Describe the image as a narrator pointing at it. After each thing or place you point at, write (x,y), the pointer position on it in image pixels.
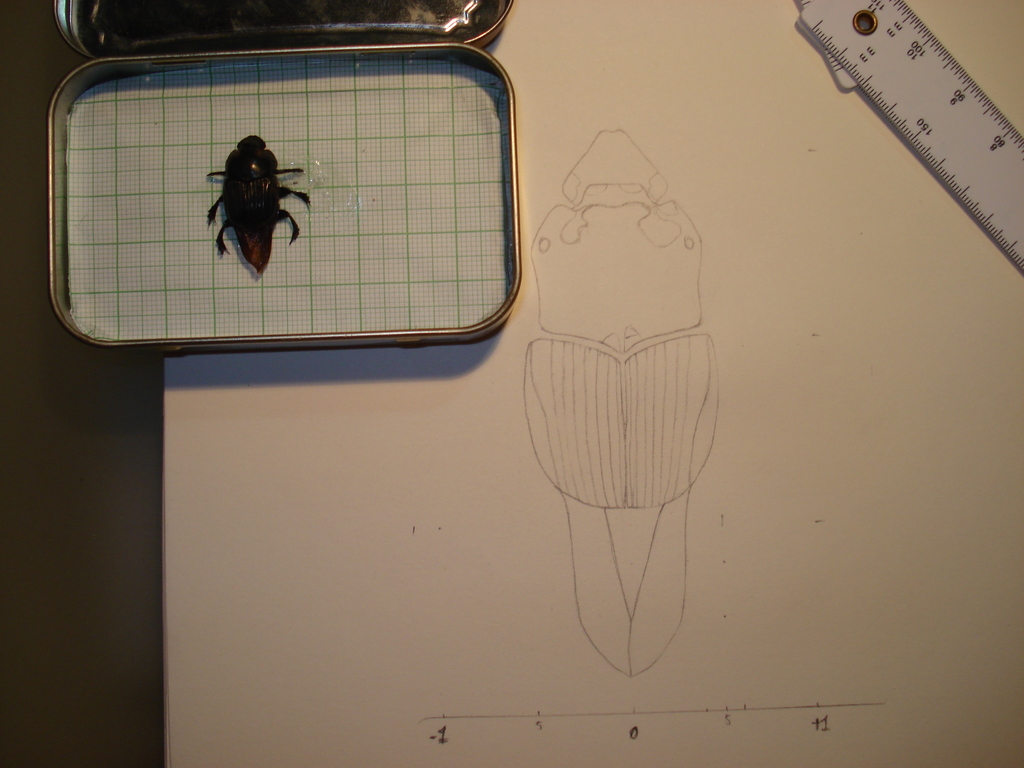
In this image, we can see a table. In this image, on the left side (157,247) top, we can see a box (259,20) which is opened, in the box (273,20), we can see paper (292,162) and an insect (306,201). On the right side (989,167) top of the table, we can see a scale (941,60). In the middle of the image of the table (132,732), we can see a paper (609,620) with some painting (627,550) on it.
